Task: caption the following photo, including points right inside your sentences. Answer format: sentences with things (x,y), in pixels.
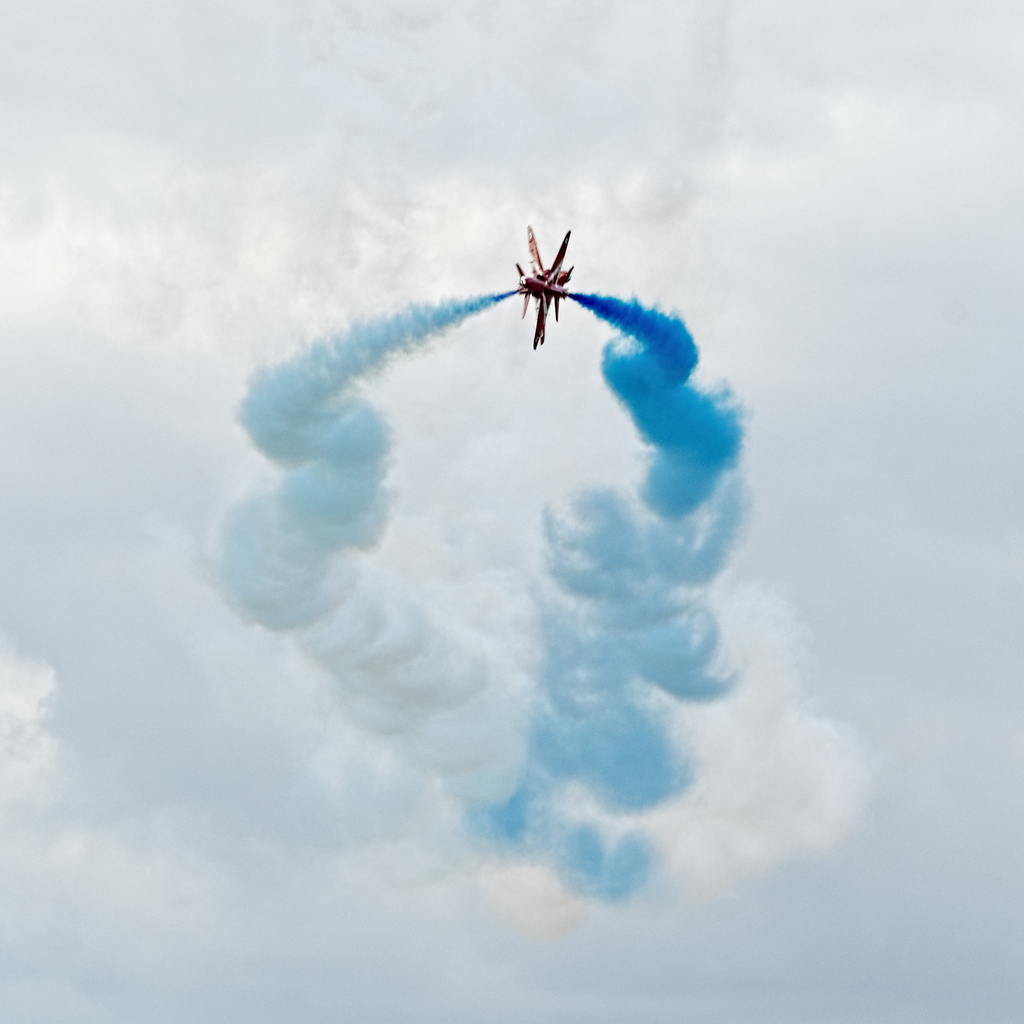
In this picture we can see a flight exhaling smoke (449,302) in blue color and in the background (616,431) we can see the sky (189,961) with clouds (349,952).
